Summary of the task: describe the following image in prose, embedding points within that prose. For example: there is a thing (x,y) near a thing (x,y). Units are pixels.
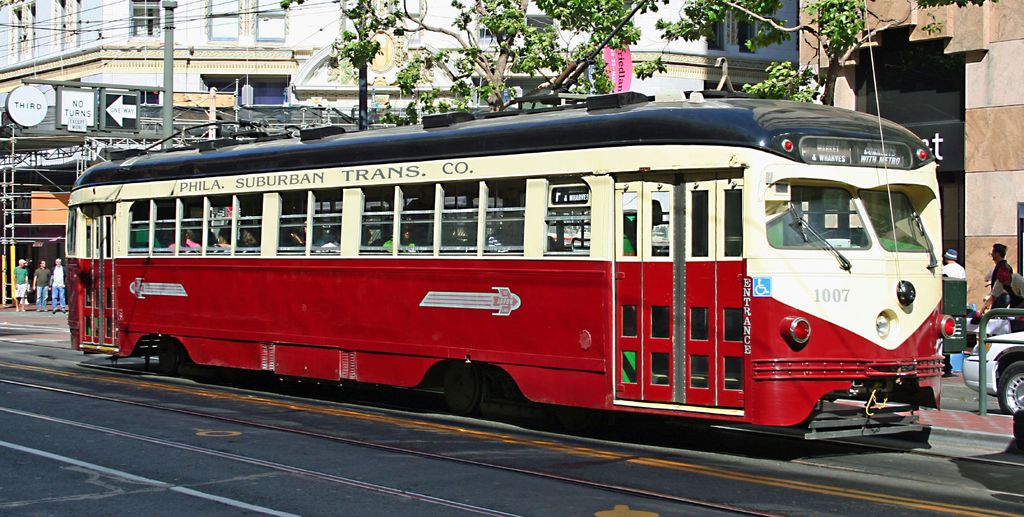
As we can see in the image there is a red color streetcar (507,292), few people (56,262) here and there, cars (966,373), trees (783,30), buildings (292,79) and current pole (166,57).
